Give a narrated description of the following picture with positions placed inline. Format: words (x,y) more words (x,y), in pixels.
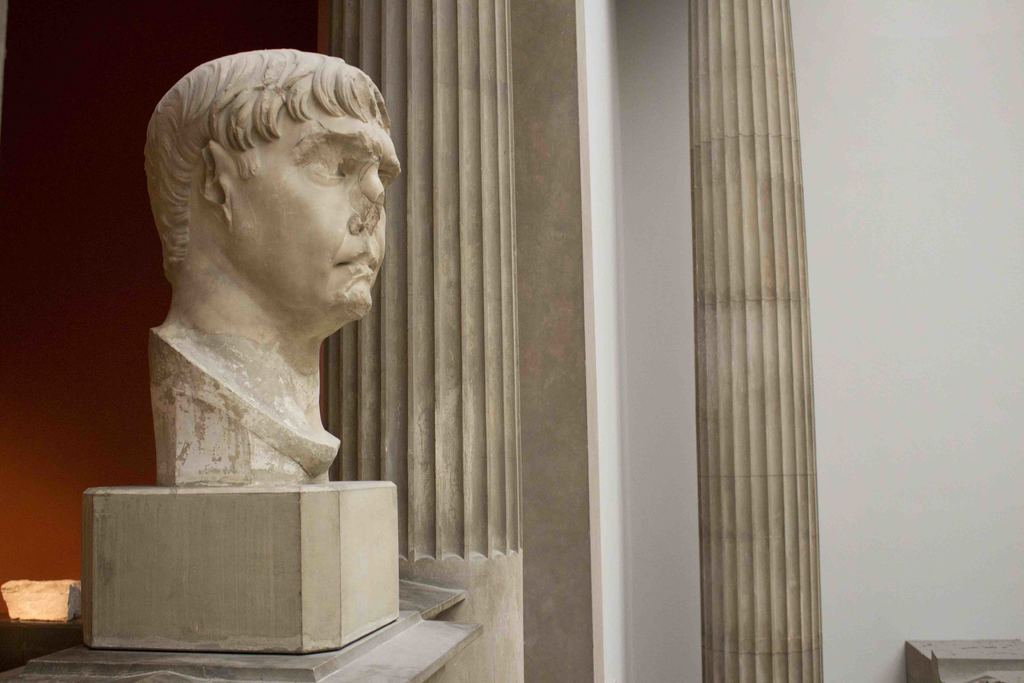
In this image we can see a statue (254,462) on a stand (344,645). We can also see some pillars (788,522) and a wall (917,356).
